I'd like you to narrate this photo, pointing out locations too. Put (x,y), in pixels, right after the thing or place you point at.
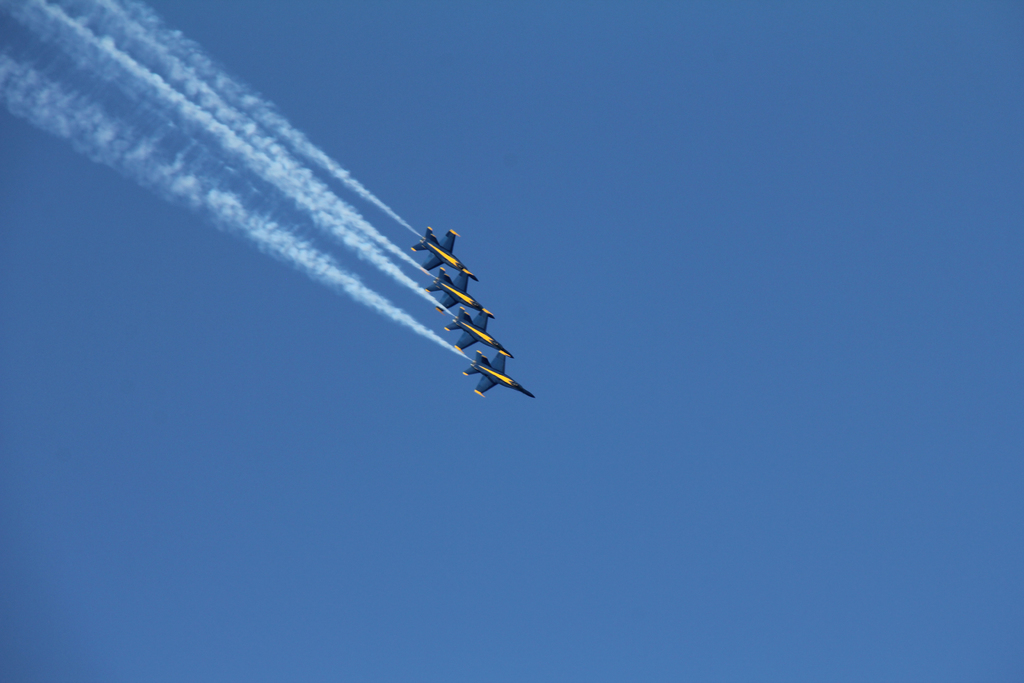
In the center of the image (473,373) we can see aeroplanes (476,354) flying in the sky (588,441).
